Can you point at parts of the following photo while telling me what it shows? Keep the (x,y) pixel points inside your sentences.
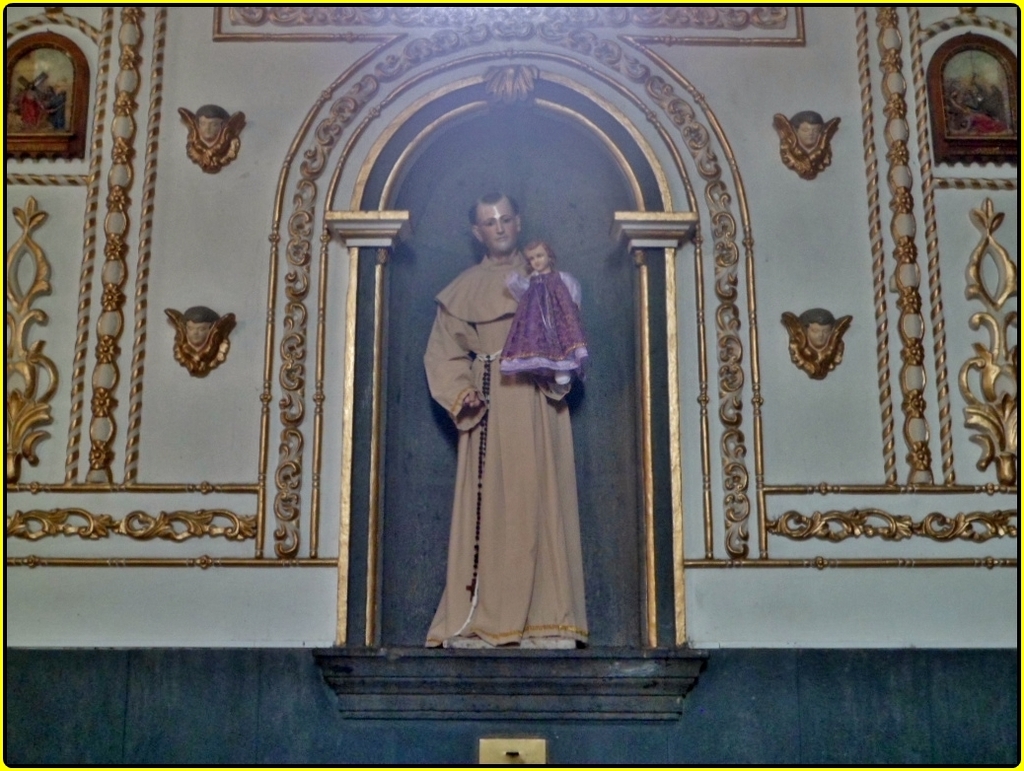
In this picture I can see the statue (511,383). I can see arch architecture (364,631). I can see design wall (83,277).
